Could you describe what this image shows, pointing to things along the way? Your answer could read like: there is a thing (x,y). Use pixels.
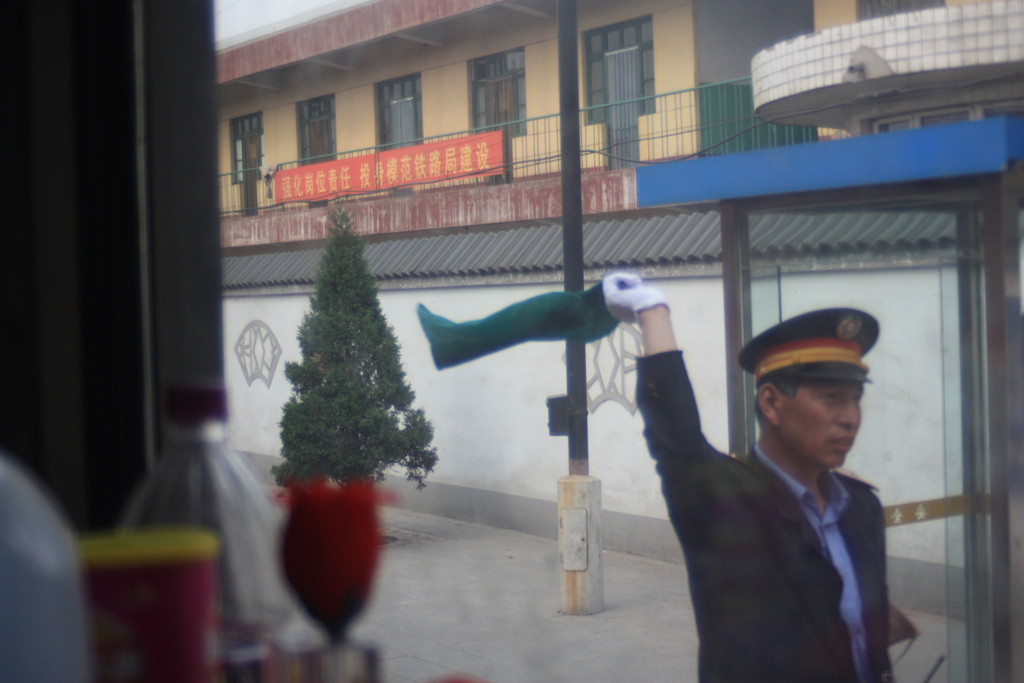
In this image we can see a man (785,532). He is wearing a uniform (695,433) and holding a cloth (565,305) in his hand (621,301). In the background (825,171), we can see a building (1010,60), door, pole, plant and pavement (436,546). On the left side of the image (321,541), we can see a bottle (187,503), rose (306,546) and some objects (35,611).
